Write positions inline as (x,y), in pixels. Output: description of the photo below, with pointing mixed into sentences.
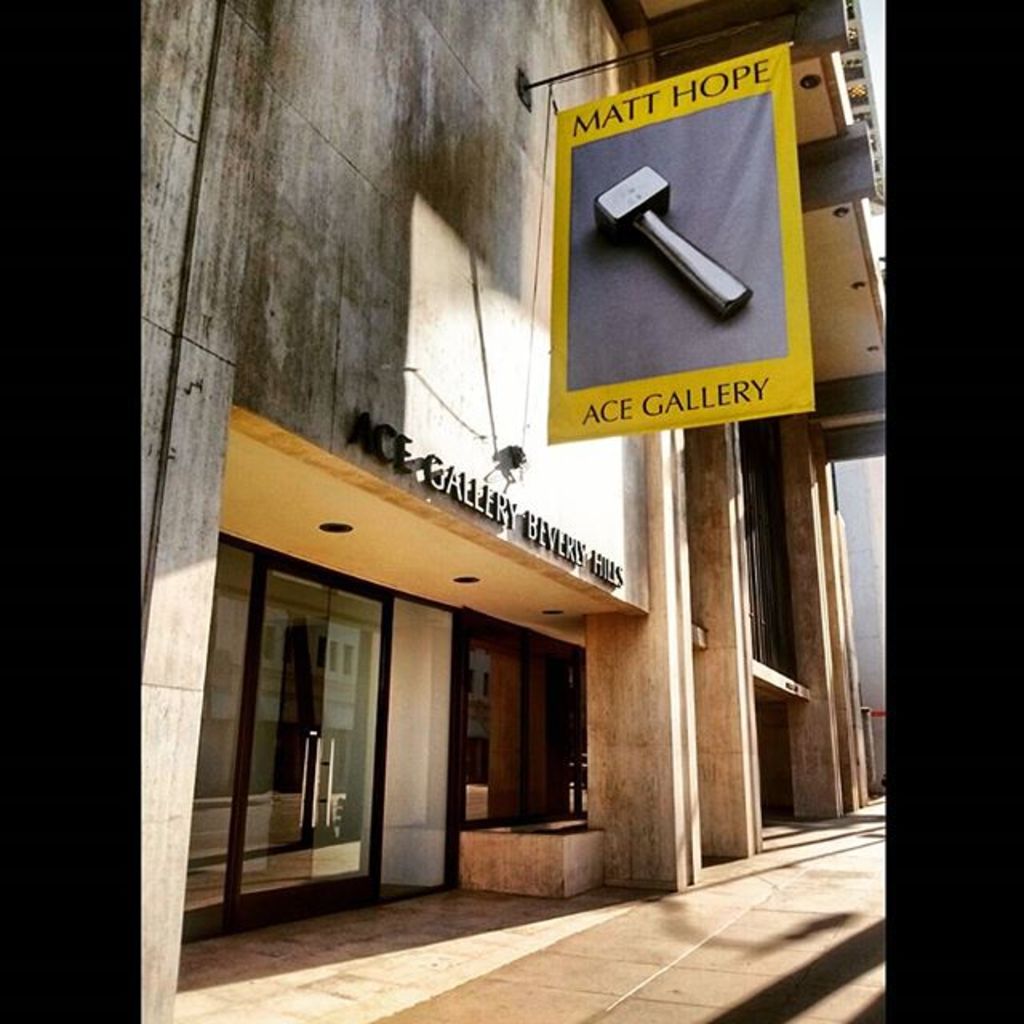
In this image, we can see building (501,724), glass doors (337,762) and banners (674,311). There is a name board (568,541) on the building (474,514). On left side (187,258), we can see pipe (196,194).
